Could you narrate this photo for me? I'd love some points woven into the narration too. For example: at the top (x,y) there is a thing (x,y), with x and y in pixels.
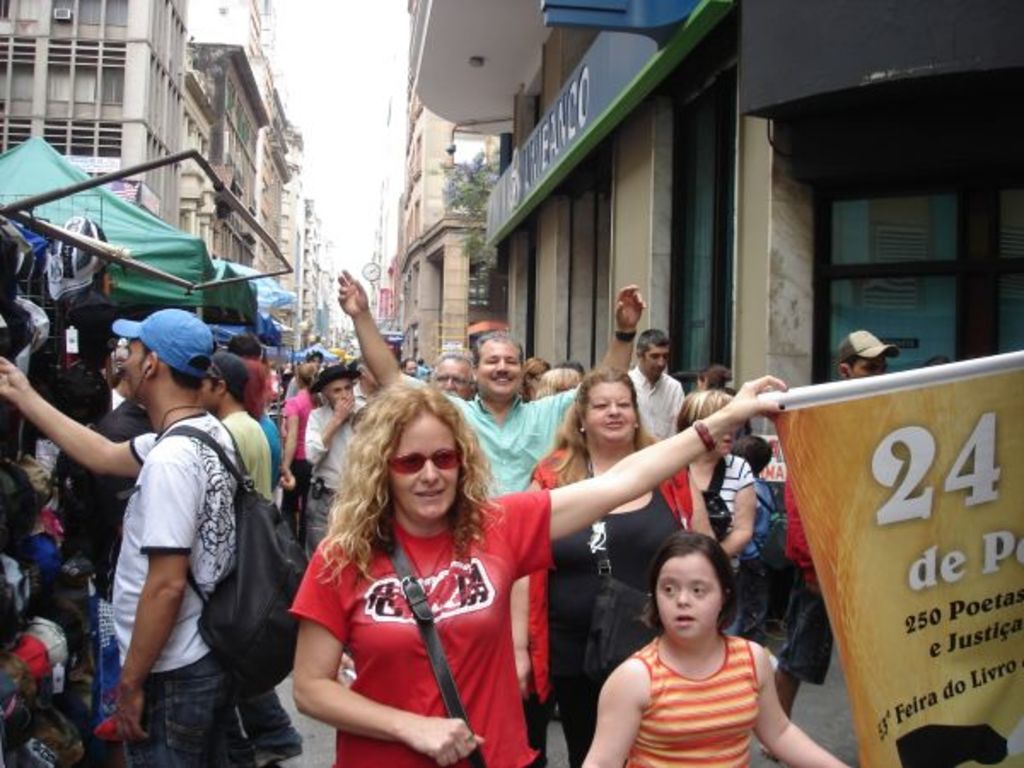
This image is taken outdoors. At the top of the image (336,79) there is the sky (363,147). In the background (294,215) there are a few buildings (569,286). There are a few boards (388,302) with text (540,145) on them. A few people (211,379) are standing on the road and a few (259,398) are walking on the road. On the left side of the image (198,287) there are two tents (154,287). There are a few caps (24,659) on the hangers (59,285). A few people (168,373) are standing on the road (306,742). In the middle of the image (426,380) a few (449,451) are walking on the road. A woman (543,560) is holding a banner (792,466) with a text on it.
